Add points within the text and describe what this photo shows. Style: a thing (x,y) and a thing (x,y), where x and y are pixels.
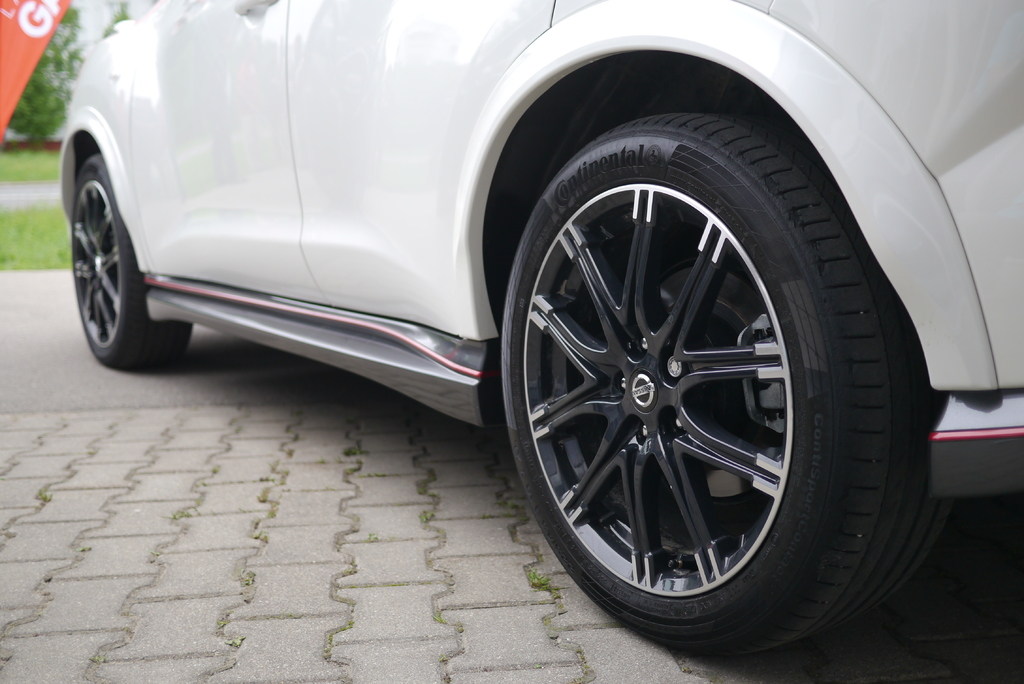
In this picture there is a white car (560,98) on the road (226,388). In the background (96,27) there is a building (96,27). On the left (17,60) we can see the posters (8,99), plants (40,89) and grass (28,177).
